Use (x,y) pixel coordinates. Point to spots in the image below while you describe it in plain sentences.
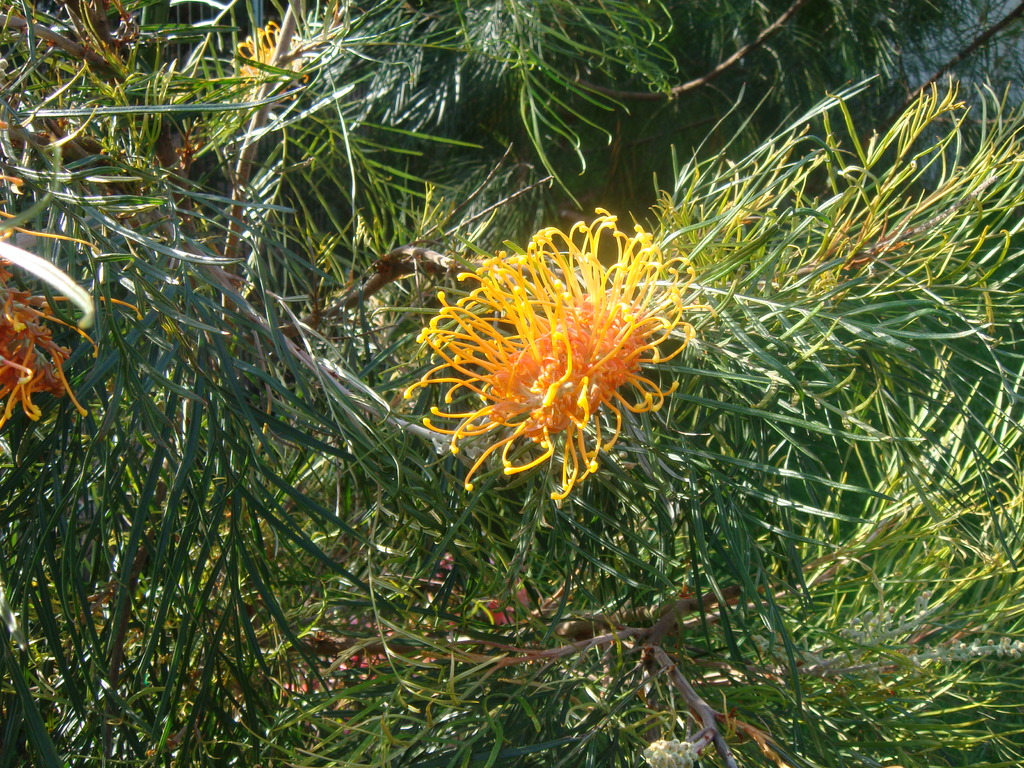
In this picture we can see there are yellow flowers (577,393) to the plants (597,485).
